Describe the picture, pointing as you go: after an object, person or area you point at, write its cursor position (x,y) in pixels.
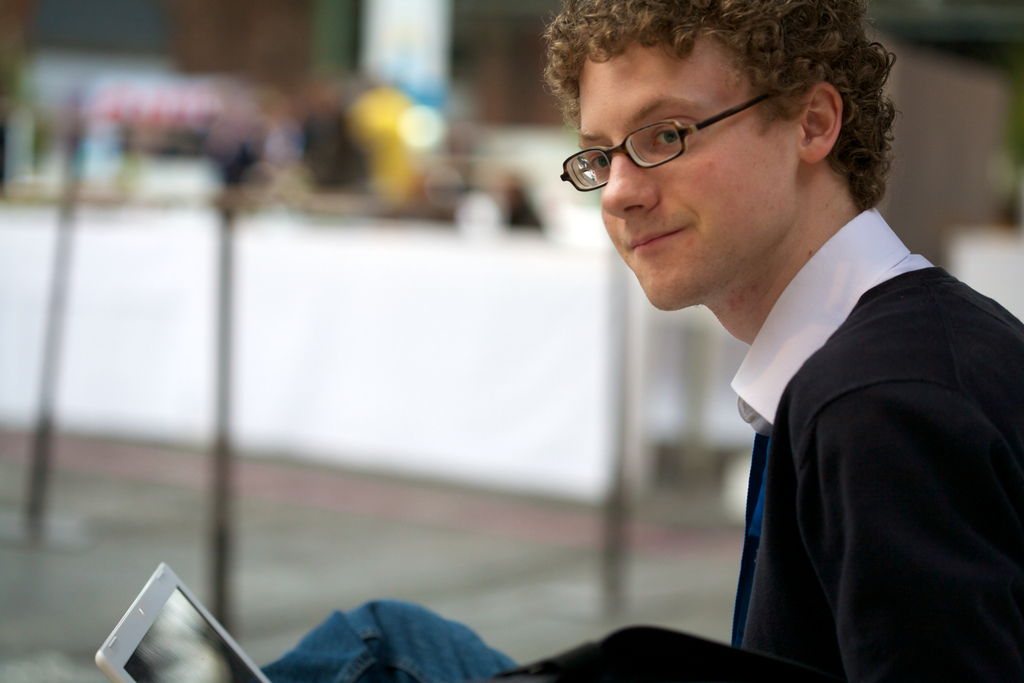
In this image we can see a person (635,103) with a specs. At the bottom (158,610) we can see a laptop (186,625). In the background (309,236) it is blur.
